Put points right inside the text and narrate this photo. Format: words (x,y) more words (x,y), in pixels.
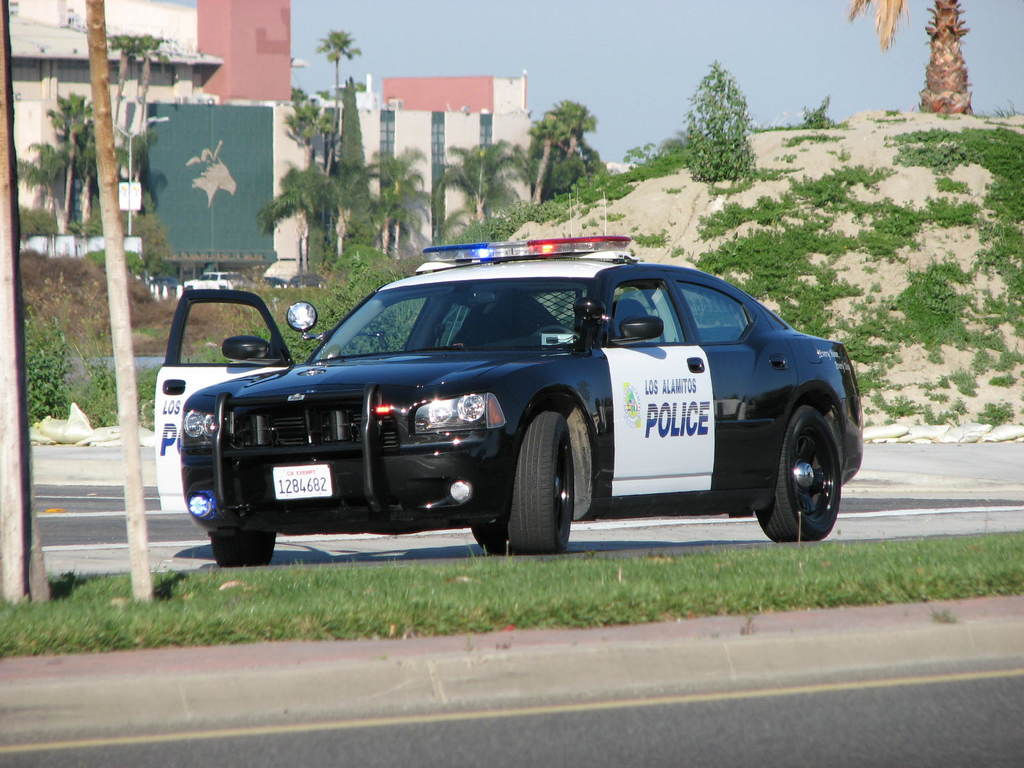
This image is taken outdoors. At the bottom of the image (712,691) there is a road (866,708) and a ground (154,625) with grass (167,606) on it. In the middle of the image (548,305) a car (600,424) is parked on the road (449,553). On the left side of the image (1,115) there are two poles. In the background (79,88) there are a few buildings (434,147) and there are many trees (535,172) and plants (589,206). On the right side of the image (869,252) there is a hill (762,190) with a few plants (645,155) and a tree (894,30) on it.
